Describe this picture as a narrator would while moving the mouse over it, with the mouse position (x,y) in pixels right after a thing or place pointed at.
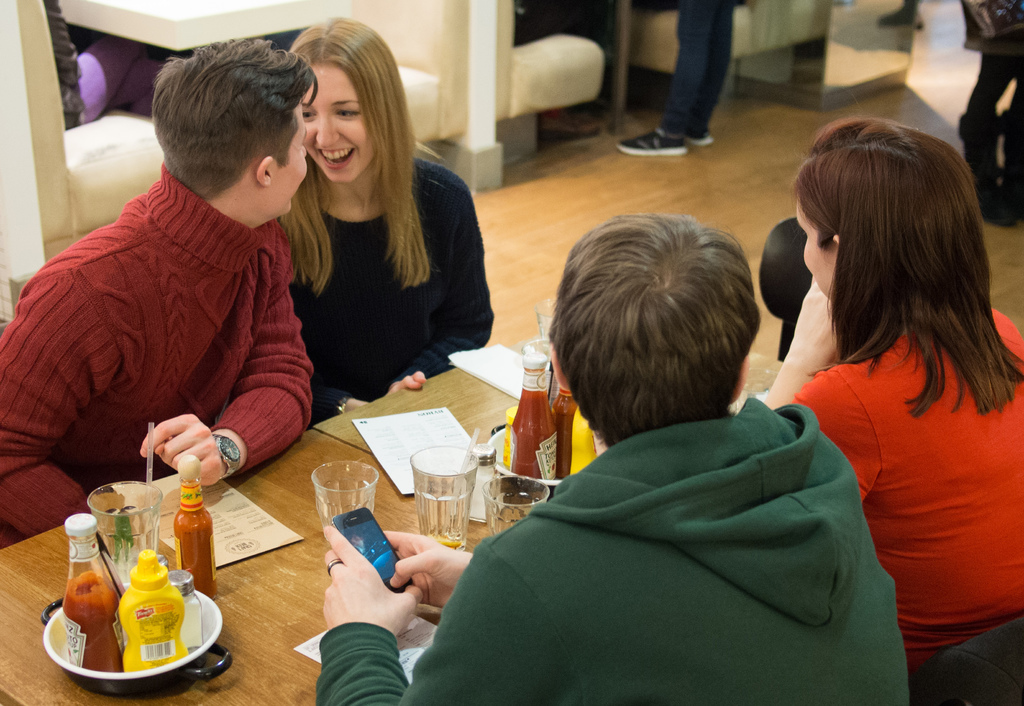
In this image there are four people (967,360) who are sitting around the table (244,489). On the table (246,599) there are papers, glasses (445,492), sauce (87,615), powder (195,645), bowl (163,682). The man (398,682) in the middle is holding the phone (368,545) with his hand (342,601). At the background (675,53) there is a person (685,72) who is standing on the floor (686,184).
